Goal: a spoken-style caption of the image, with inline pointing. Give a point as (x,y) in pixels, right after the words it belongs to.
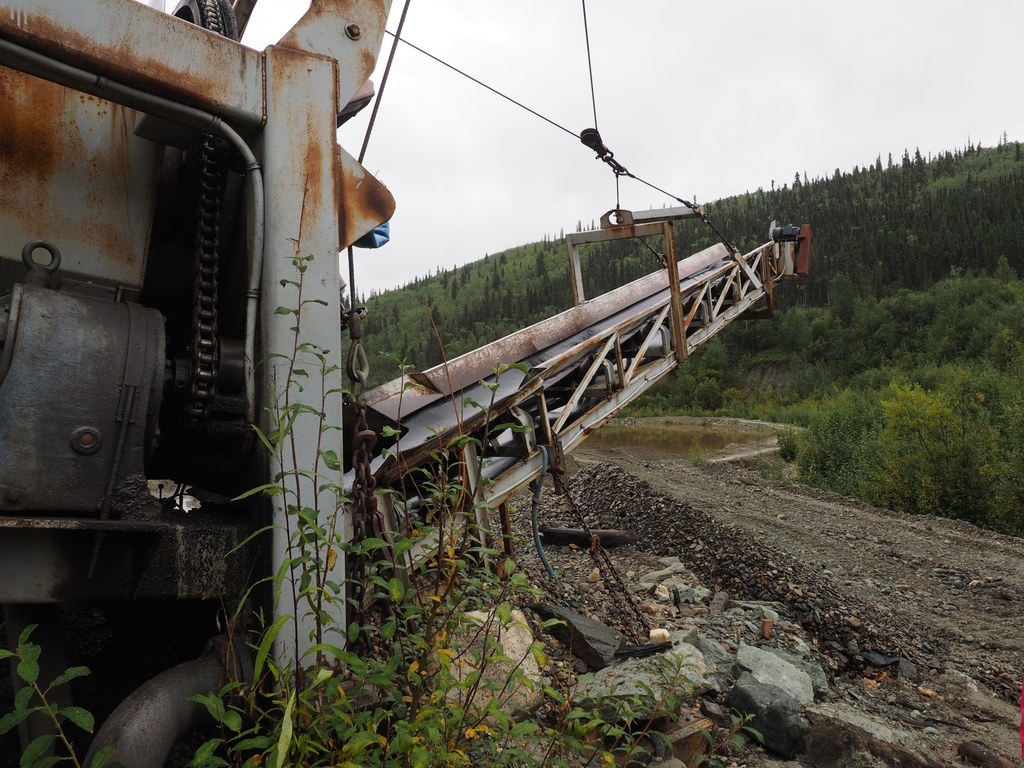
On the left side of the image (245,283) we can see one vehicle (247,408), wires (252,251), one pole type structure (269,283), plants (223,707), stones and a few other objects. In the background (601,88) we can see the sky (521,70), clouds (720,45), trees (840,451) etc.
